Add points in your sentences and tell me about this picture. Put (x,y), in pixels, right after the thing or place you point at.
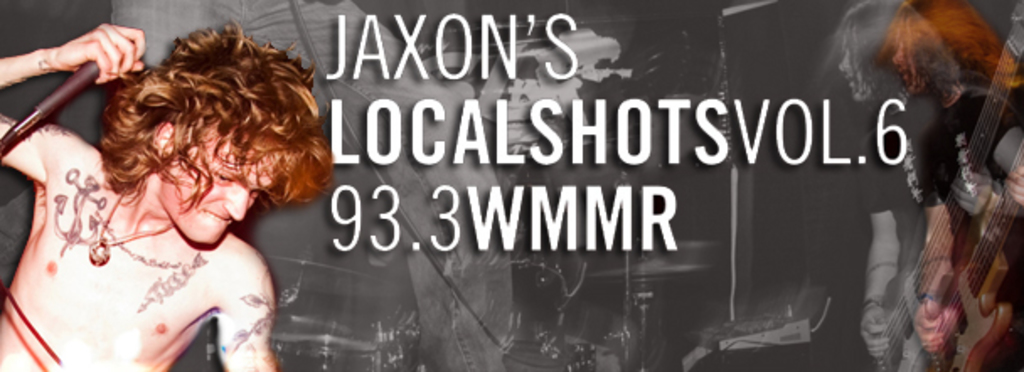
This looks like a poster (655,253). I can see a person (952,109) standing and playing guitar (949,298). Here is another person (81,207) holding a mike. These are the letters (650,220) on the poster (565,186).
